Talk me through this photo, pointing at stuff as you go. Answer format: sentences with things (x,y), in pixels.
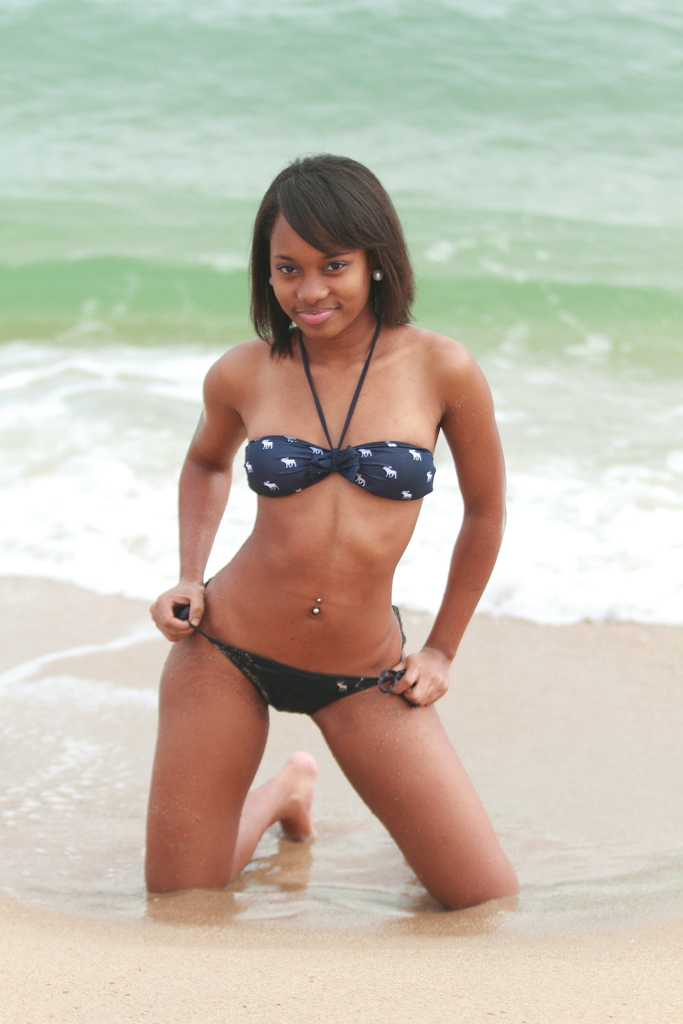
In this image there is a girl (254,618) at the sea shore (296,879).
